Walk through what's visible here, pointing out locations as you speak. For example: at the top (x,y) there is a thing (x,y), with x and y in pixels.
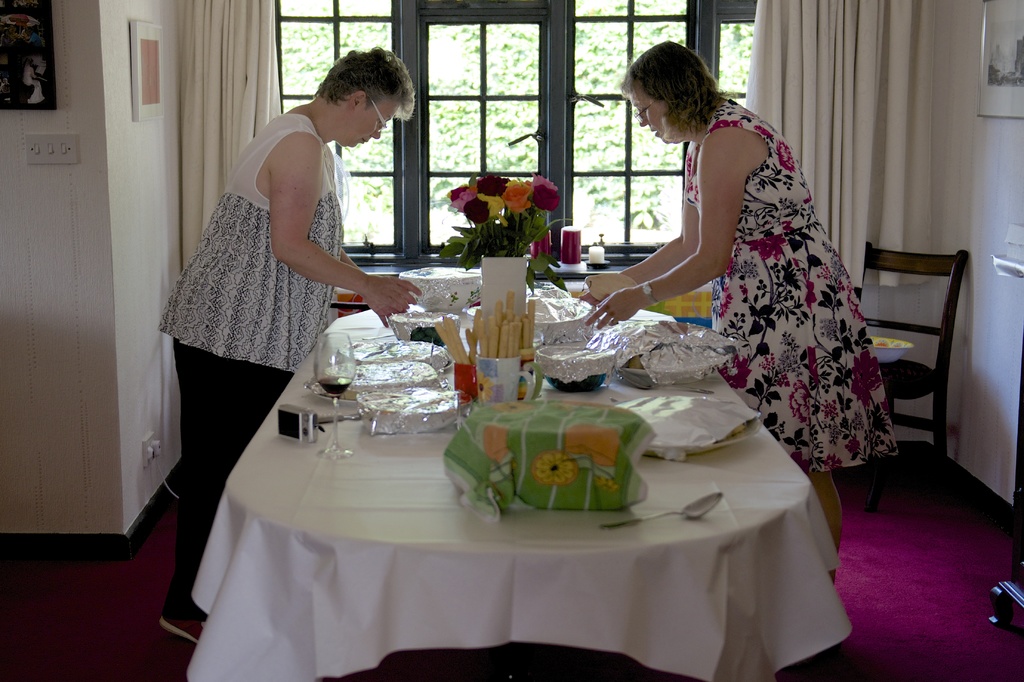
As we can see in the image there is a window (281,99), curtains (819,67), white color wall (77,128) and photo frames (53,81) and there is a table (419,529) over here. On table (367,519) there are glasses (343,353) and plates (588,334) and there are two women (258,149) standing on floor (925,535).
